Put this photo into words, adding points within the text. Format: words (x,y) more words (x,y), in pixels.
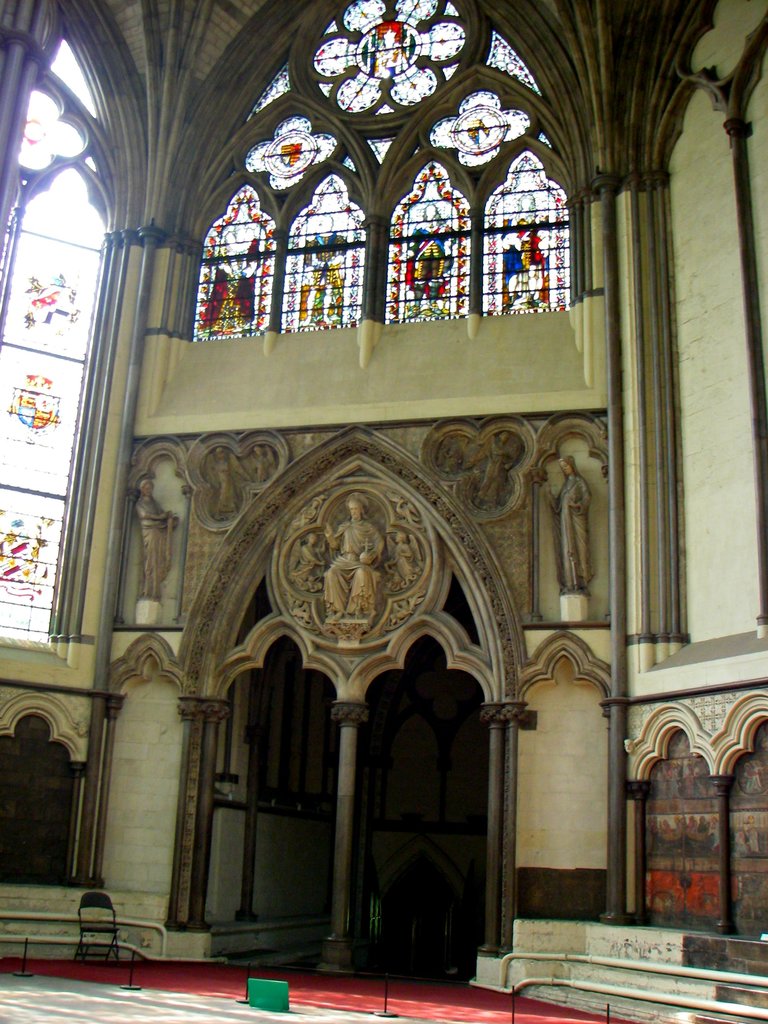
To the bottom of the image (167,999) there is a floor (316,977) with red carpet (393,989). On the carpet (205,972) to the left side (89,923) there is a chair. And in the background (369,526) there is a room (313,585) with pillars (111,711), walls (90,661), sculptures (356,557), glass windows (400,87) and walls (24,651). And to the bottom of the walls (56,755) there are pipes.
